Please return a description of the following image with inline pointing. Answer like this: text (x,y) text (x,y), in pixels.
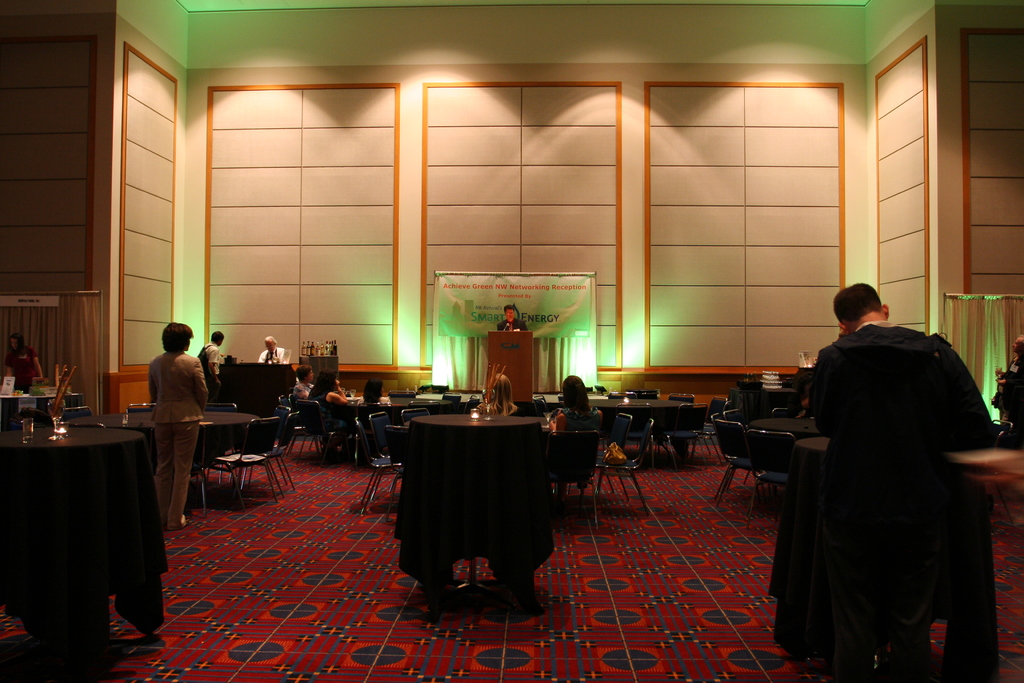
In this Image I see people (1022,341) in which most of them are standing and rest of them are sitting on chairs (626,414), I can also there are tables (10,413) and chairs (232,409) and on the tables (12,395) there are few things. In the background (201,167) I see the wall (606,285), a banner (570,296) and a man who is standing near to the podium (504,350) and I see the lights (444,359).
